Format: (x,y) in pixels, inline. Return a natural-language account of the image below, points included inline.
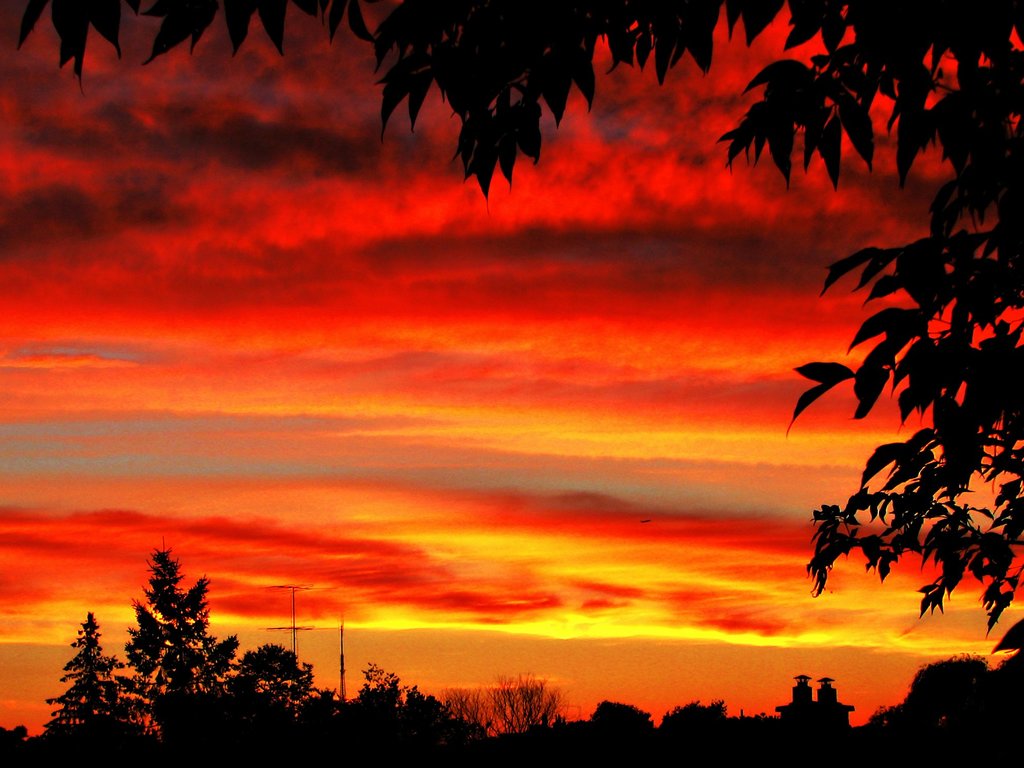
In this picture I can see number of trees (45,740) and I see the sky (302,563) which is a bit cloudy and I see that this picture is a bit in dark.
